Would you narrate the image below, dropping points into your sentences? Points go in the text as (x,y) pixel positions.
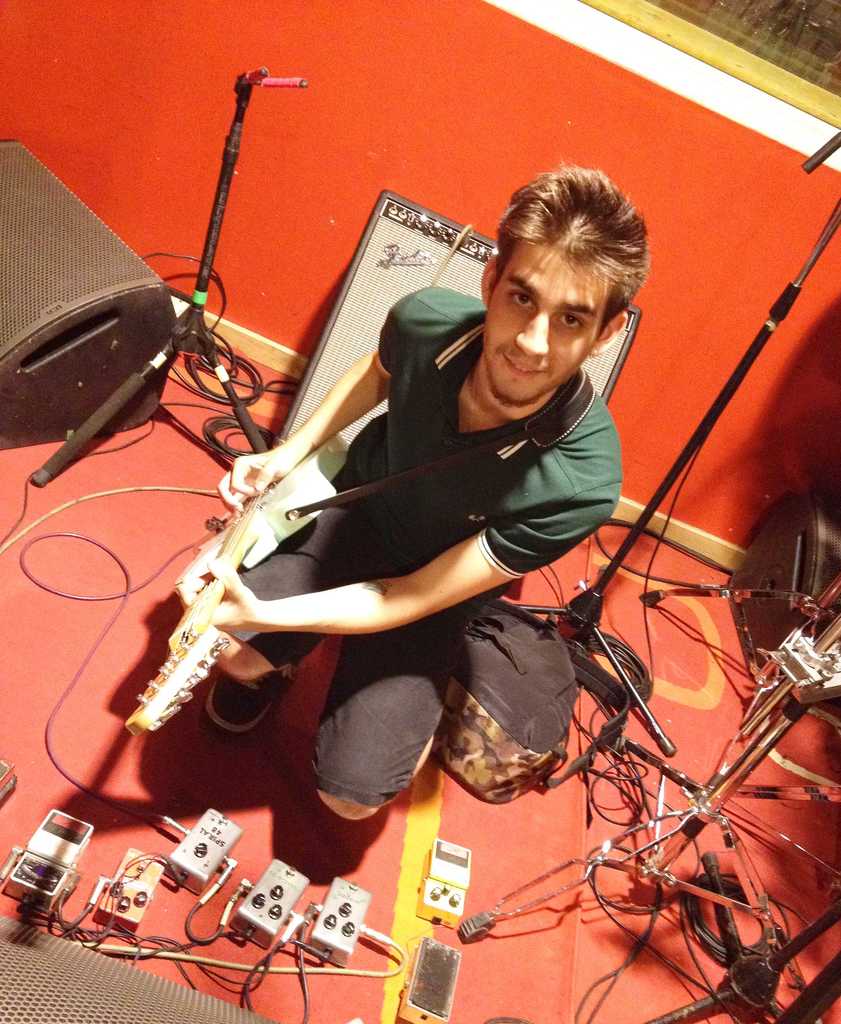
There is one man (301,552) sitting and playing a guitar (259,511) as we can see in the middle of this image (283,479). There are other objects (555,695) kept on the floor (304,796) and there is a wall (476,107) in the background (545,119).
